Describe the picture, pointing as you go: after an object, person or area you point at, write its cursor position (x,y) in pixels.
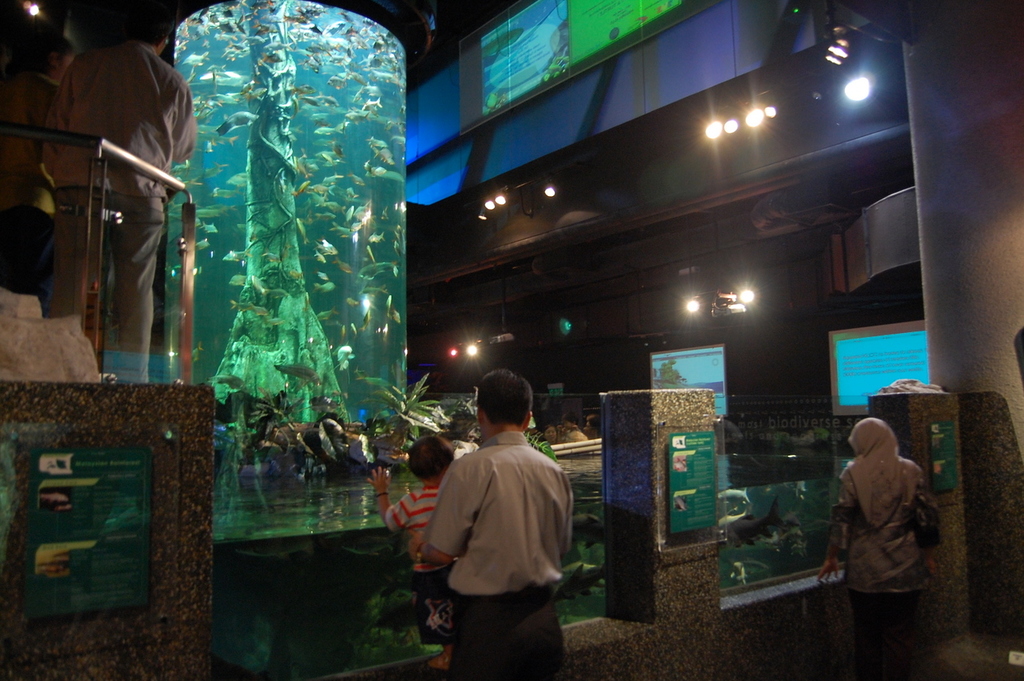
There is a person (521,464) in a shirt (522,469), standing and holding a baby (421,456) who is standing on the wall (625,629) near an aquarium (582,498). In which, there are fishes (771,511). There are hoardings (694,467) on the walls (994,452), there are persons (884,676) standing on the floor (1012,666). In the background (144,6), there is a person (131,108) standing on a step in an aquarium (300,267), in which, there are fishes (326,35) and a tree (281,298). On the right side (986,56), there is a pillar (957,58), there are lights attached to the roof (713,213), there are monitors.
